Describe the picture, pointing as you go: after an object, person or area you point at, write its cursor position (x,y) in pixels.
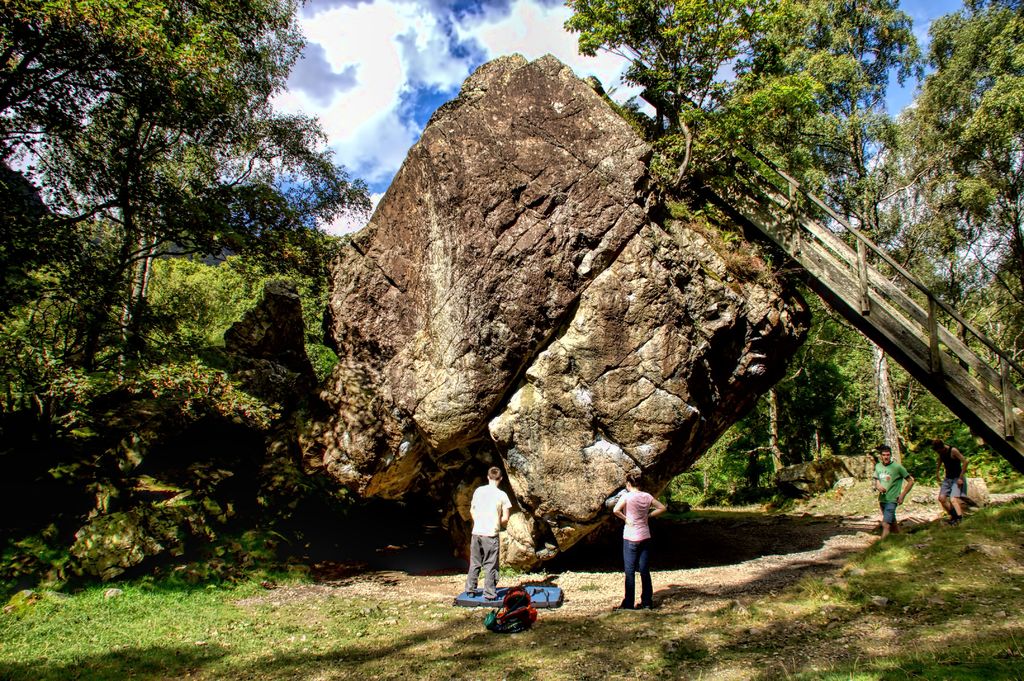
In this image, we can see a big rock (748,392), there are some people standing and there's grass (934,549) on the ground (501,650), there are some green color trees (162,71) and there is a sky (395,70).
